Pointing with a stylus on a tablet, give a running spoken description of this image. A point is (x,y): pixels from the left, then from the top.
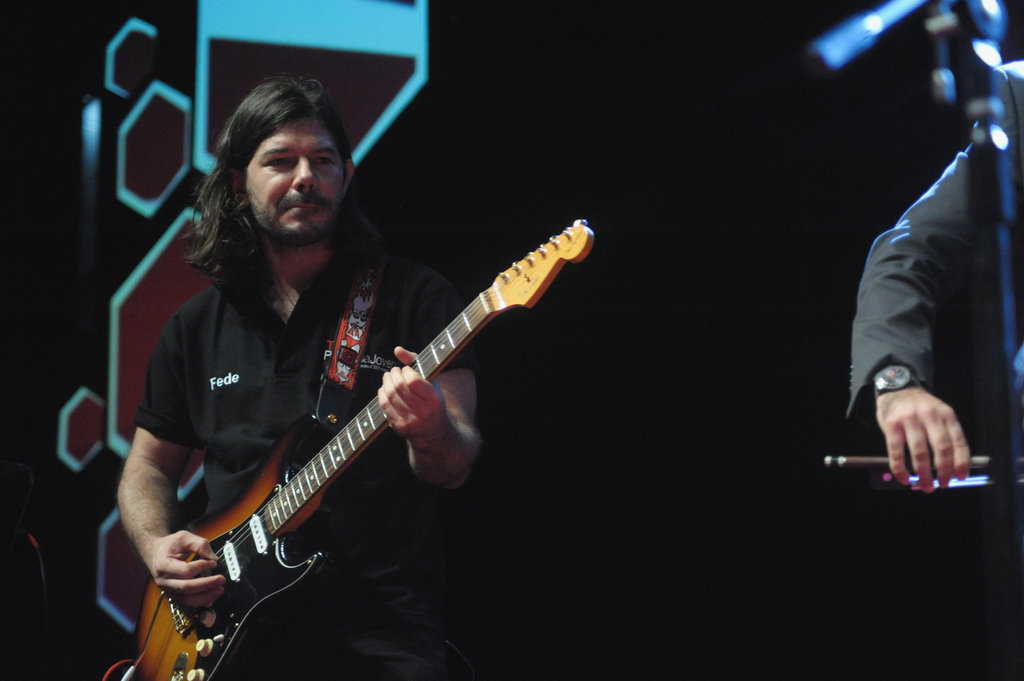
Here in the left (324,143) we can see a person (256,154) playing a guitar (281,503) and at the right (921,427) we can see a person's hand (896,434).
